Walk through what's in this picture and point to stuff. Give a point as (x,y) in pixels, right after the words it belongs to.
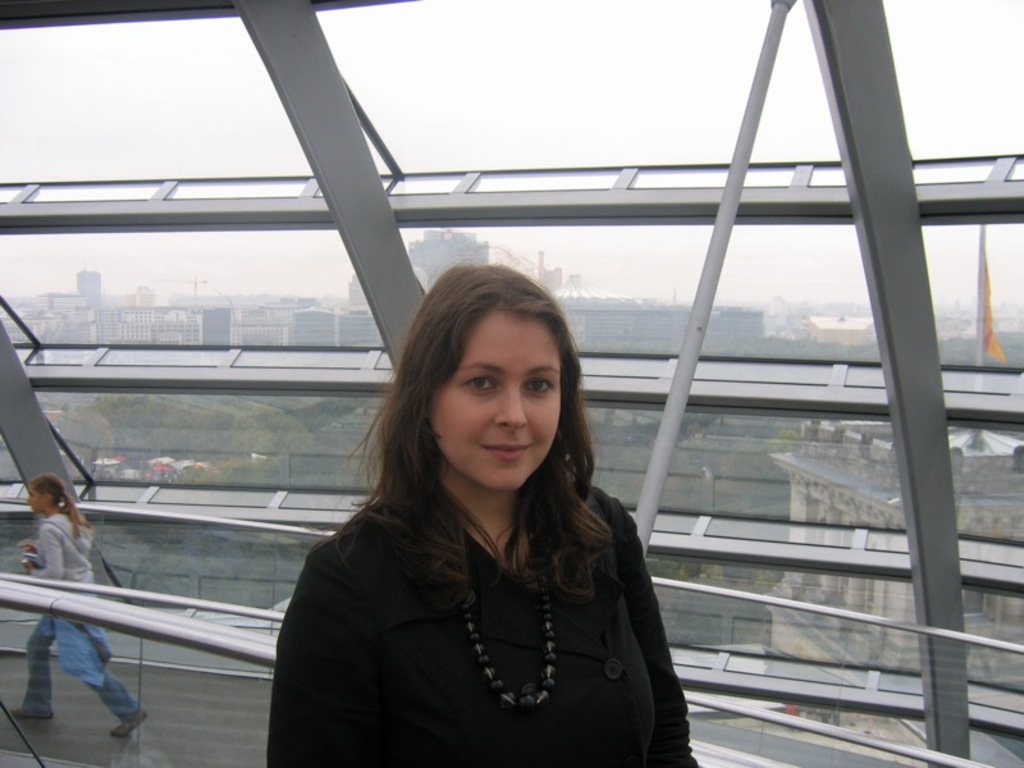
In the center of the image (459,411), we can see a lady (378,464) and in the background (56,571), there is an other person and we can see rods (366,204) and glass (725,345), through the glass (228,317) we can see buildings (864,326), trees (783,441) and there is a flag (986,319).
